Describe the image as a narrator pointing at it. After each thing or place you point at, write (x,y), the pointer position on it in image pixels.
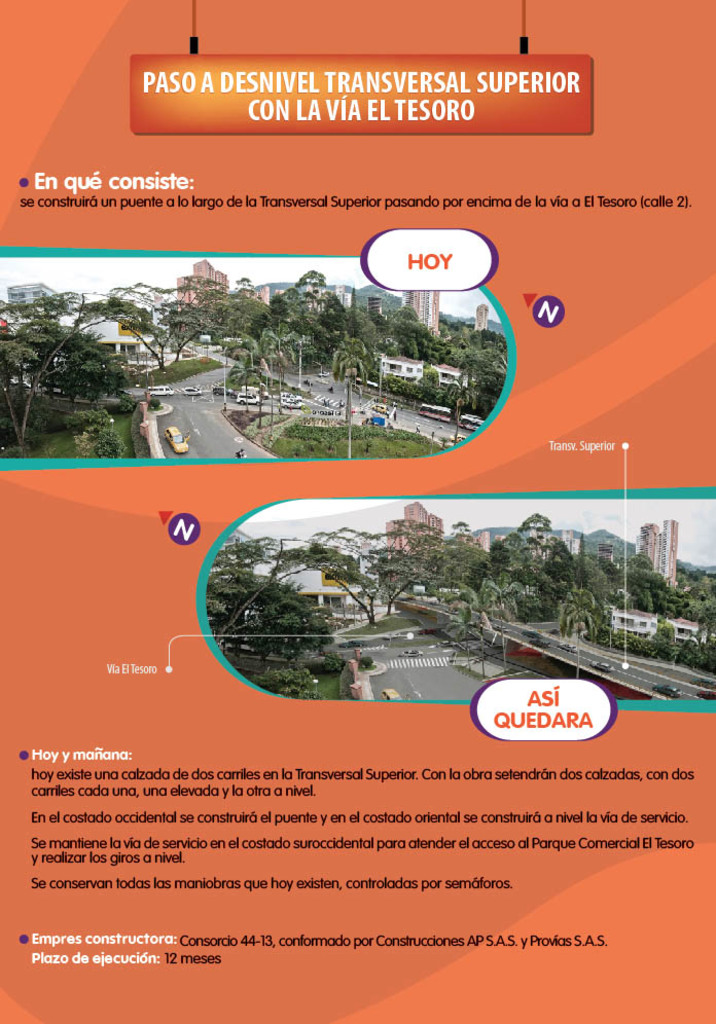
In the picture I can see photos (428,645) of buildings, trees (535,597), vehicles (411,650) on roads (466,687), the sky (386,504) and some other objects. I can also see something written on the image.
